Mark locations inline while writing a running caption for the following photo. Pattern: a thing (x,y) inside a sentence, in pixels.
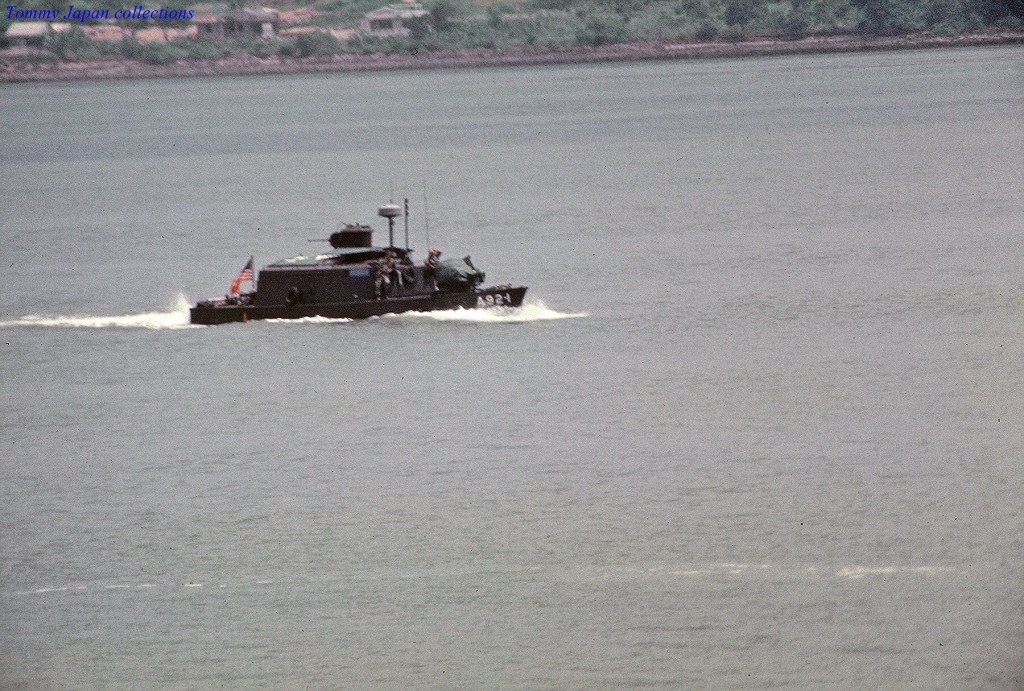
In this image there is one lake (416,190) and in the lake (78,223) there is one ship (324,258), and in the background (373,11) there are some trees (471,11) buildings (40,27). At the top of the image (54,11) there is some text (31,12).
